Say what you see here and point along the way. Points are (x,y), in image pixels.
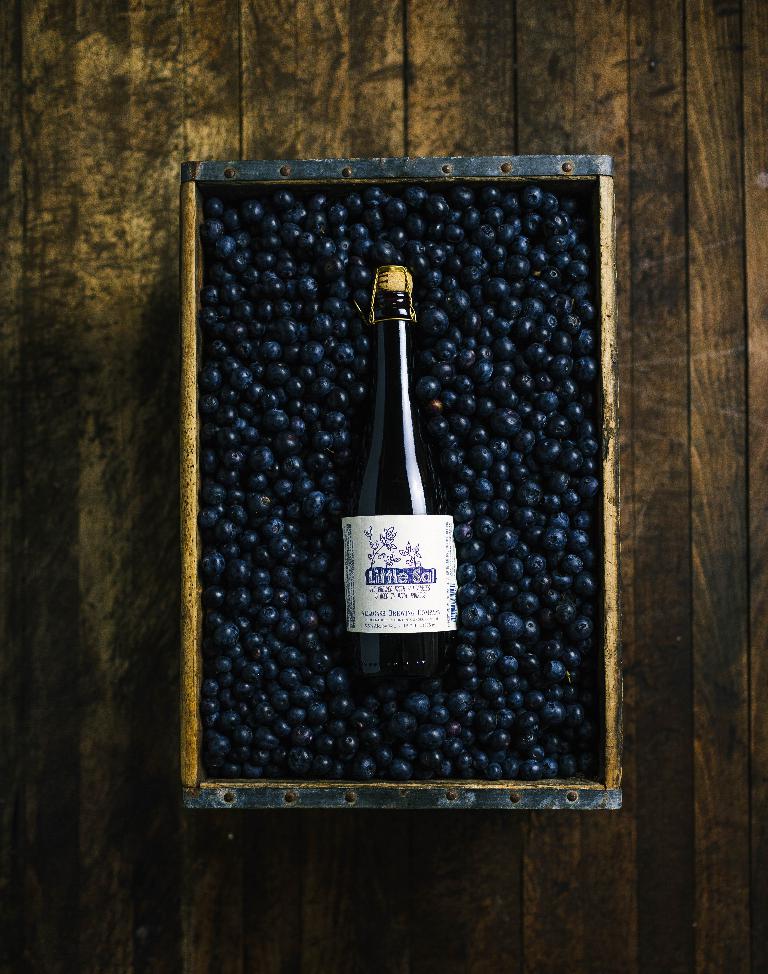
In this image we can see a container (244,784) placed on the surface (132,764) containing some berries (287,682) and a bottle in it.
